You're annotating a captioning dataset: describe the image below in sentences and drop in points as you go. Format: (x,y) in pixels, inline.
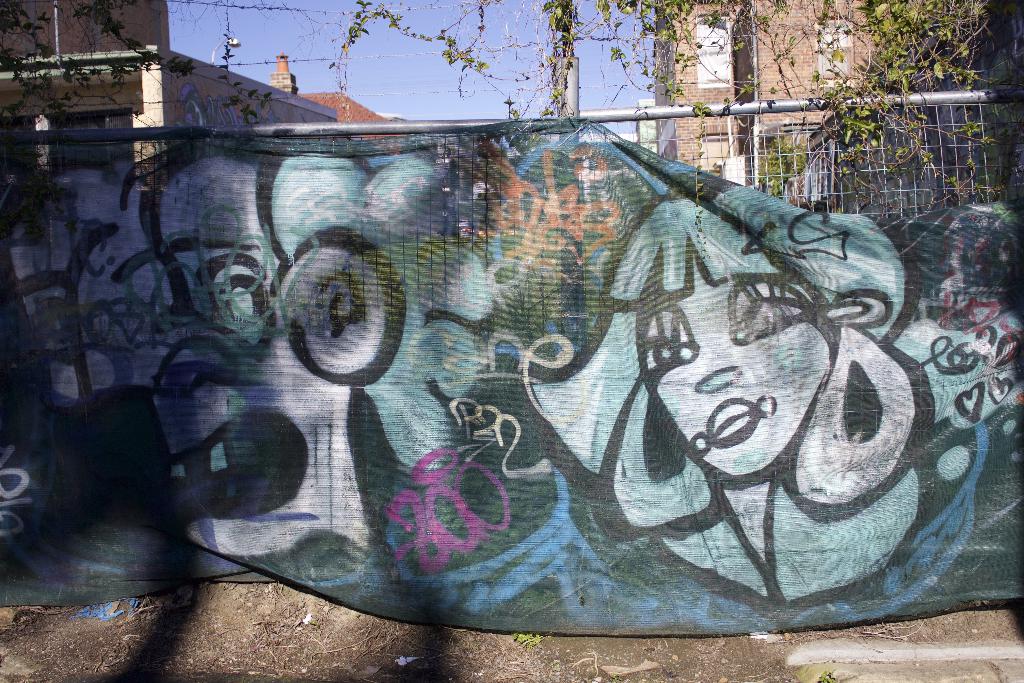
We can see banner (703,258) on a fence (737,136) and leaves (904,18). In the background (61,94) we can see buildings (158,66) and sky (587,17).
